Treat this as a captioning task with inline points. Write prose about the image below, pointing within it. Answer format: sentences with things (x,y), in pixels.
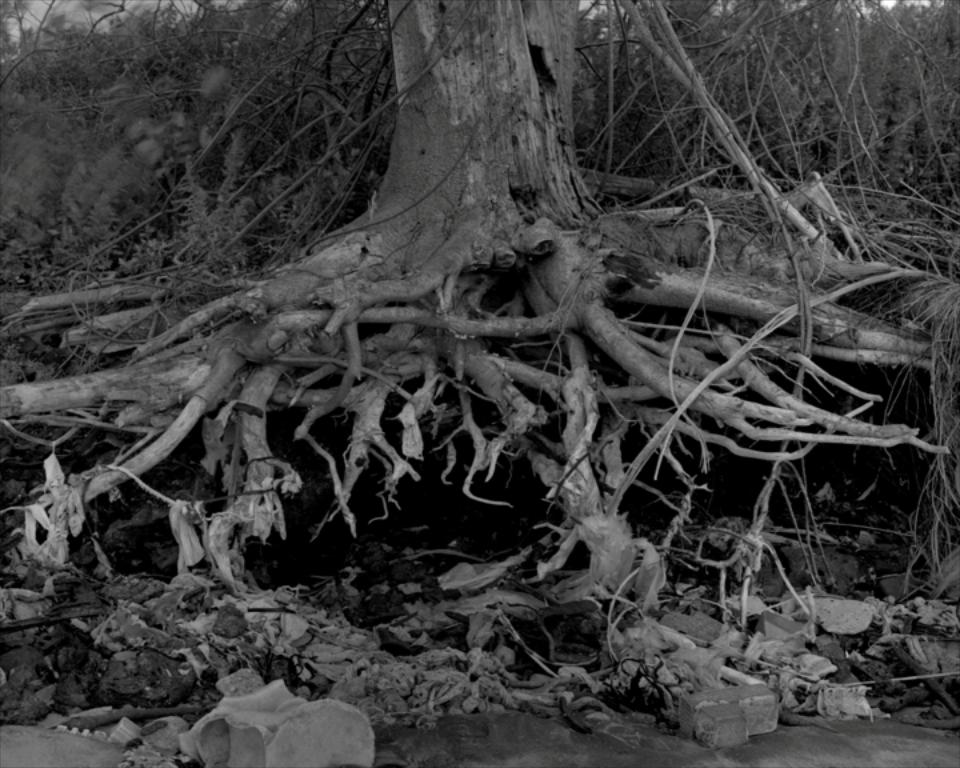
In this picture we can observe a tree (157,449) with roots (131,464). There are some stones (284,684). In the background (154,110) there are some plants (198,128). This is a black and white image.
